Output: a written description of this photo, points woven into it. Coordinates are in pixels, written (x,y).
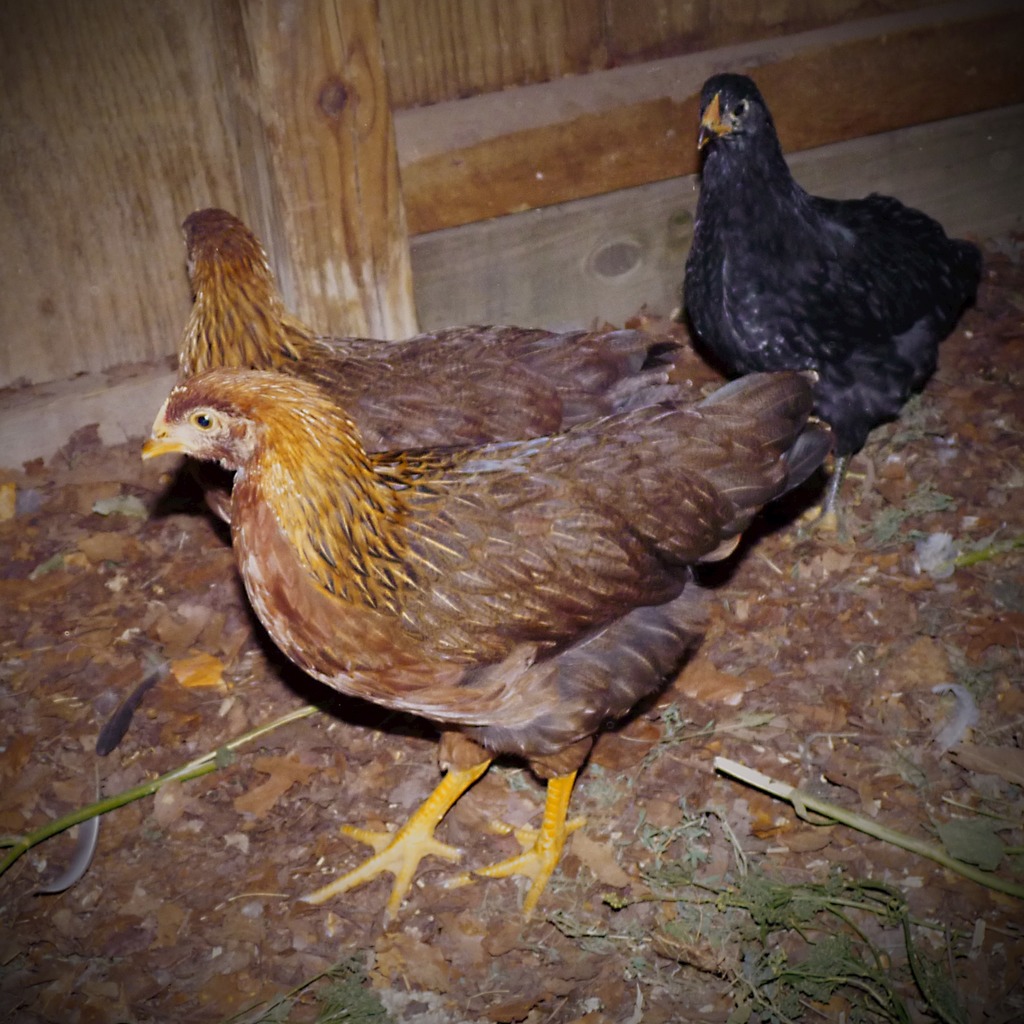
In the image there are three hens (504,385) and behind the hens (238,253) there is a wooden surface (488,124).
